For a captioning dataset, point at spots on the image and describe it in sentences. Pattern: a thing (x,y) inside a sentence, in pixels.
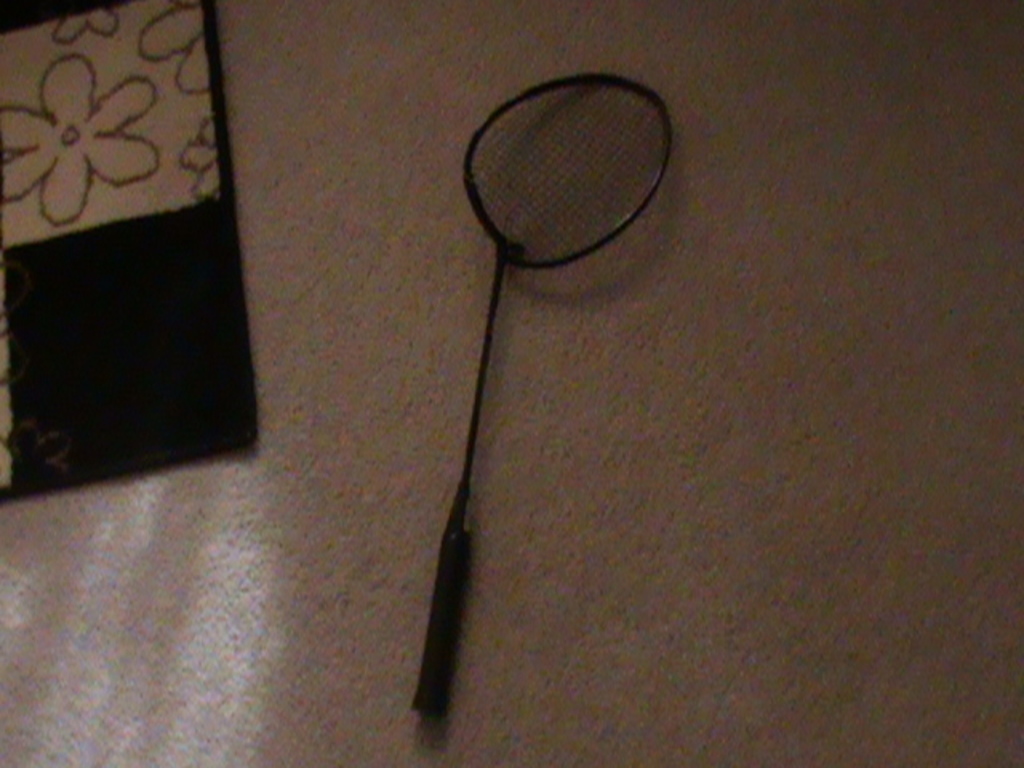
In this image we can see a badminton racket (531,182) lying on the floor (578,377).
